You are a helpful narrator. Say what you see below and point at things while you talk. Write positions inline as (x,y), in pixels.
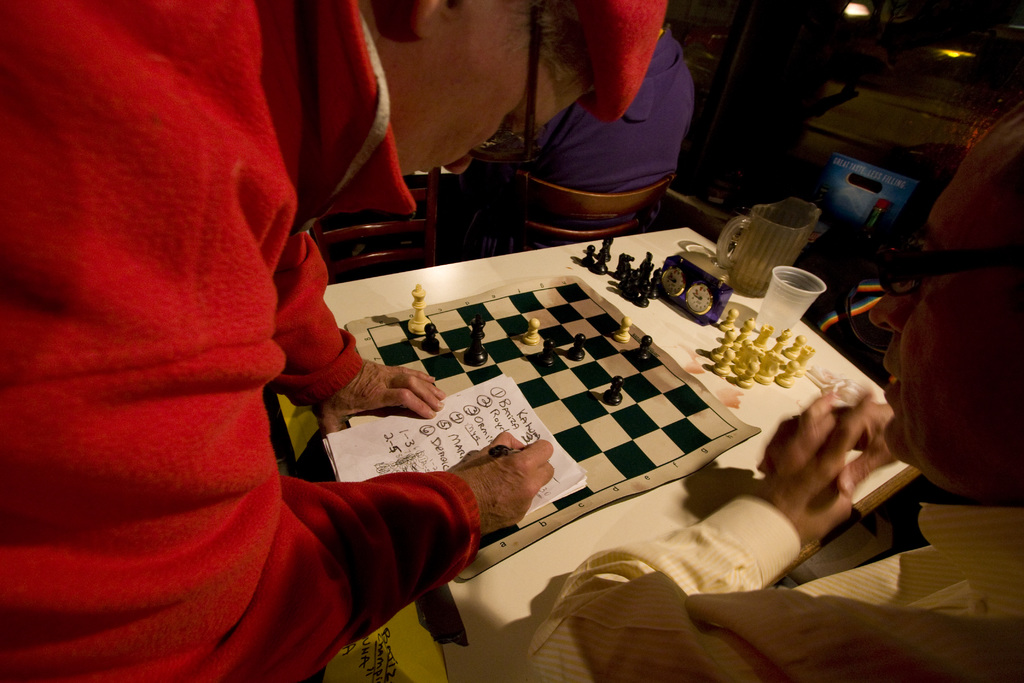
In this image we can see a person (389,501) writing with a pen (495,445) on the book (447,451). We can also see a person (919,598) sitting in front of the table (706,512) and on the table (628,303) we can see the chess board (653,391) with chess coins (584,343). We can also see a jar (774,236) and a glass (804,308). In the background (639,152) we can see a man (652,172) sitting on the chair (589,192). Lights (854,9) are also visible in this image.
